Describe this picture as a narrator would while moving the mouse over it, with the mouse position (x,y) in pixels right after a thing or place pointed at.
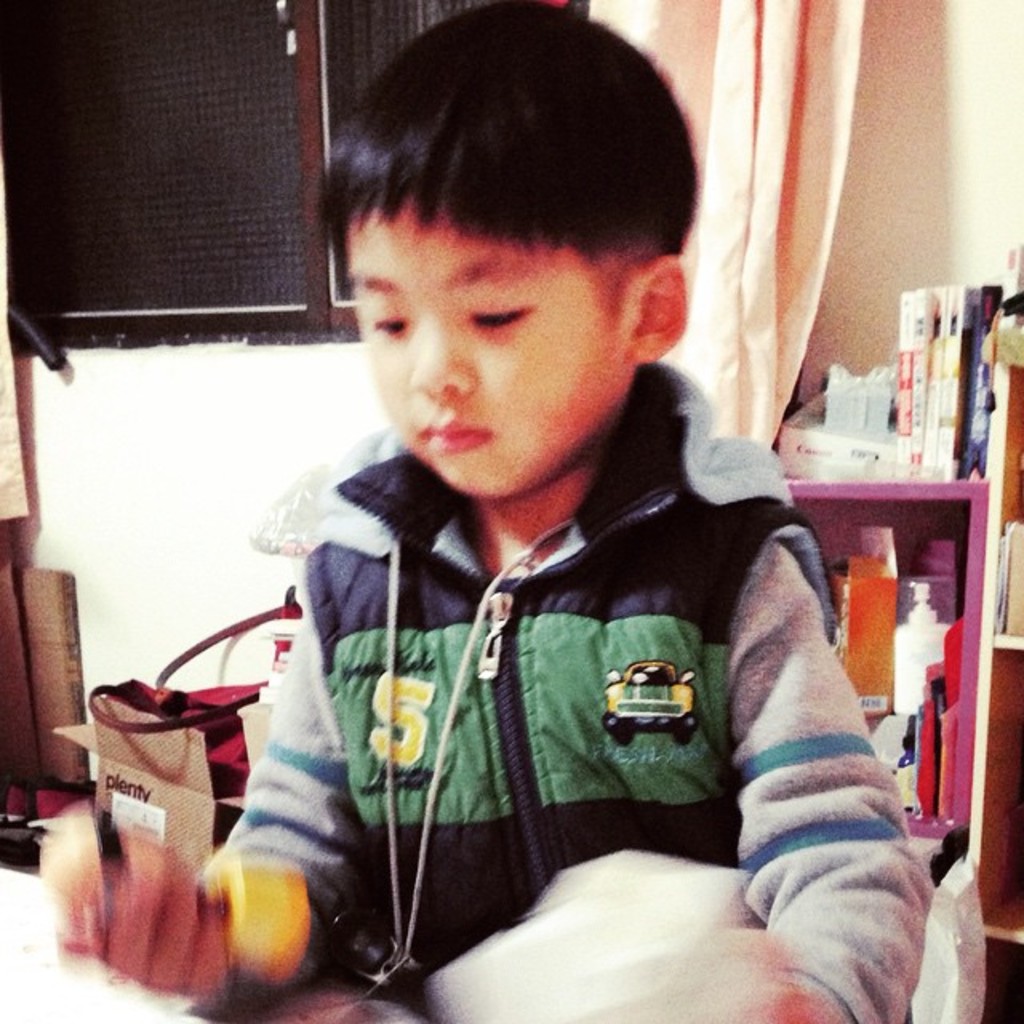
In this image we can see a kid (435,635) wearing sweater (513,725) sitting and holding some objects (216,905) in his hands (182,888) and at the background of the image (946,329) there are some objects (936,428) in the shelves (1016,371), books (959,340), at the left side of the image (193,730) there are some bags (210,740) and at the background of the image (343,25) there is window (293,60) and curtain (699,105).
